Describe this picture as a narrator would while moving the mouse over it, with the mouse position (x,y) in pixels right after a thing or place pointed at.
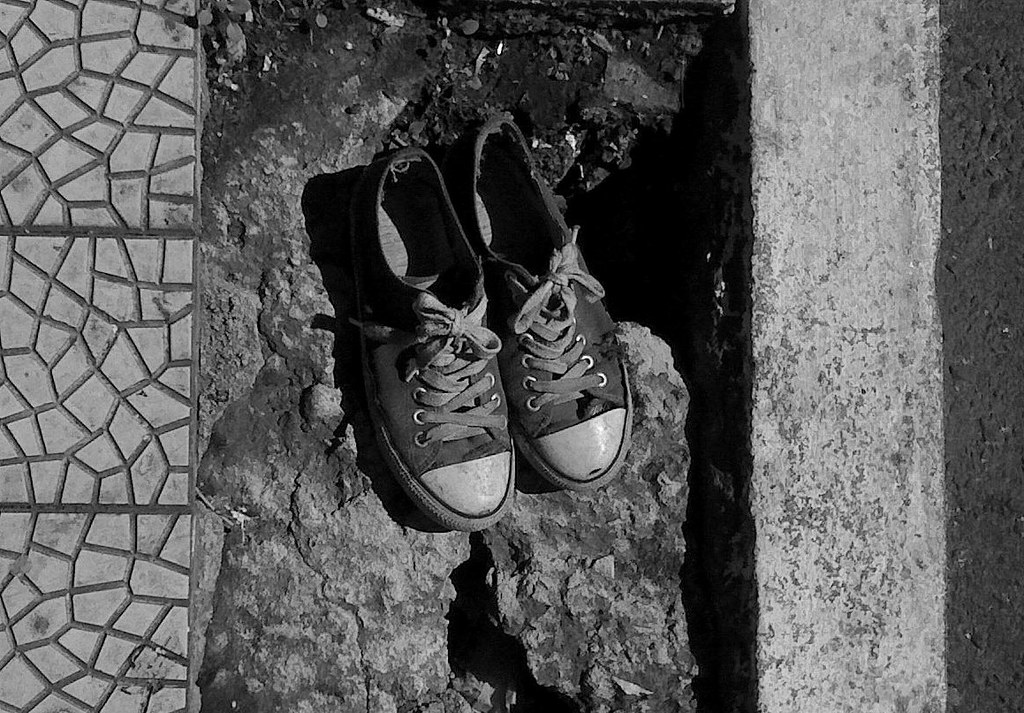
This is a black and white image we can see there is a pair of shoes (421,328) in the middle of this image (447,308), and there is a tile surface (114,287) on the left side of this image (122,339).
